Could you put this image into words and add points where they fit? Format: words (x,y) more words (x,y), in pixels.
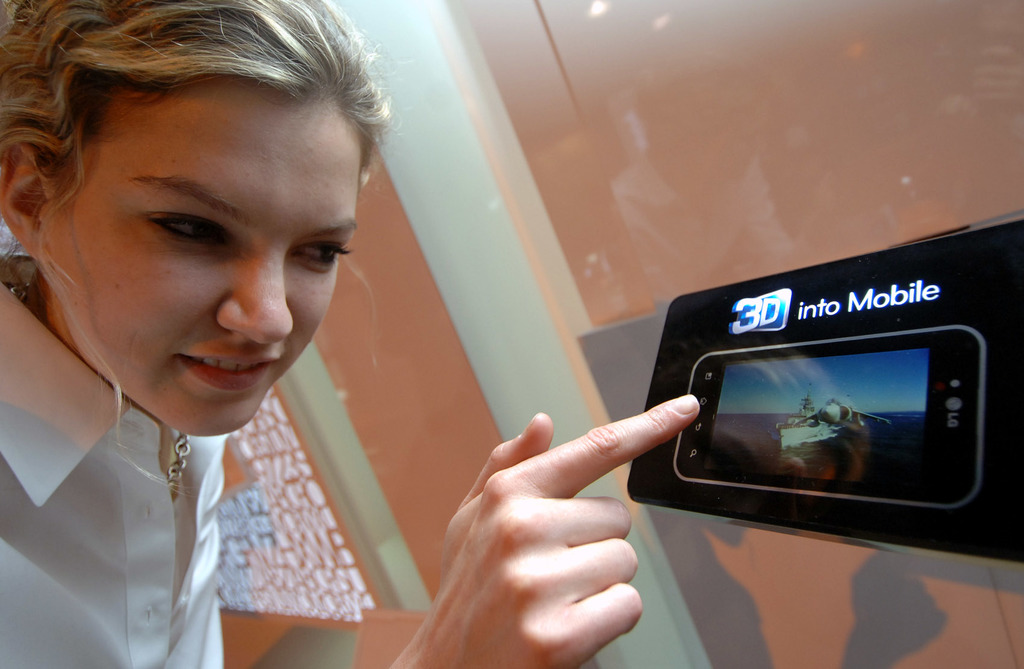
In this image I can see the person (136,631) is wearing white color dress (195,476). I can see the screen (982,360) and in the background (341,454) I can see the wall (922,49).
